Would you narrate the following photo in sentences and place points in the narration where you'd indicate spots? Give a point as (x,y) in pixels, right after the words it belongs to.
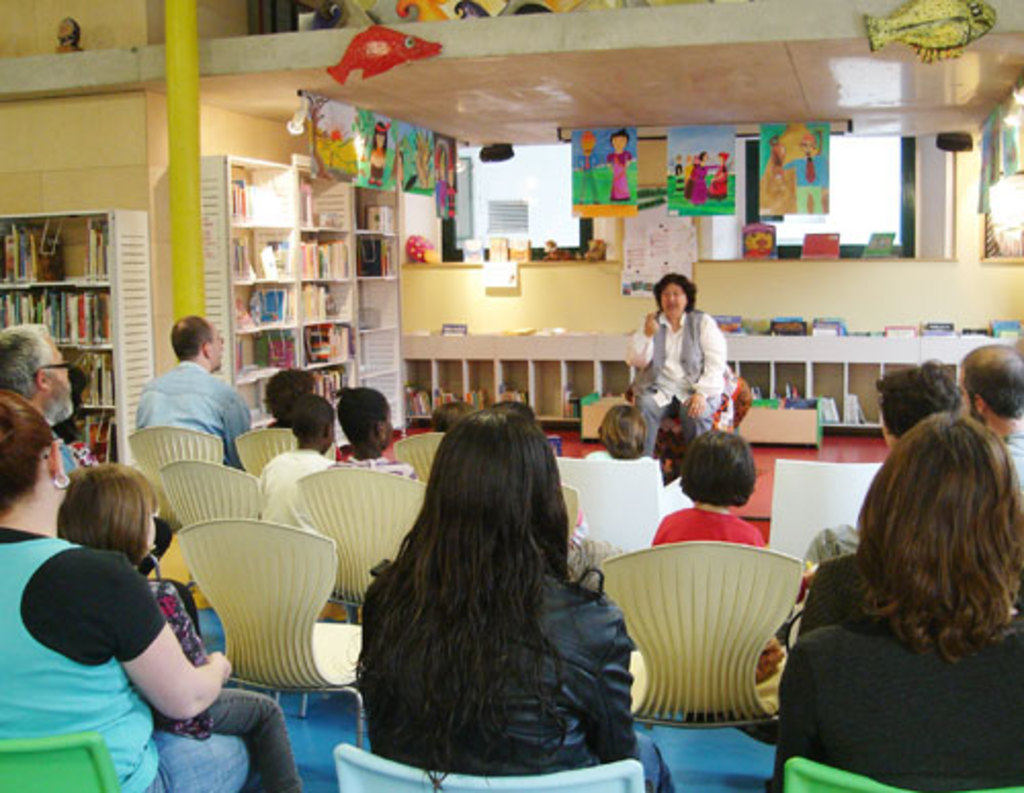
In this image we can see persons (180,696) sitting on the chairs (271,535). At the top of the image (395,124) we can see cartoons (328,143) hanged to the roof (399,116), books (343,259) arranged in shelves (117,267) inside the cupboards (298,179), decors (367,60) and some stationery (652,273).
